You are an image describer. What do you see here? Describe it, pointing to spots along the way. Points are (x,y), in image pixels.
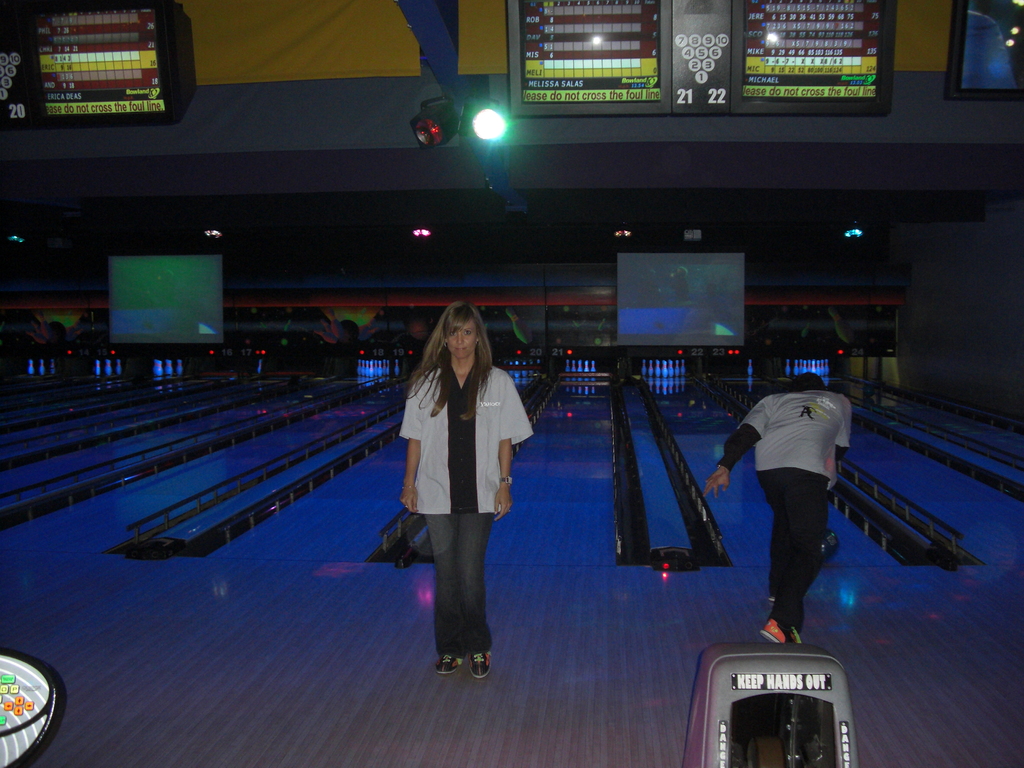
In the image there is a lady (464,451) with white shirt (456,430) is standing on the floor (489,615). Beside her there is a man (800,489) bowling. In the background (157,283) there are screens (181,308). At the top of the image (192,68) there are screens (117,91) with scores (85,59) and also there are lights (440,116) to the pillars (446,84). At the bottom of the image (778,740) there is a machine (759,710).
